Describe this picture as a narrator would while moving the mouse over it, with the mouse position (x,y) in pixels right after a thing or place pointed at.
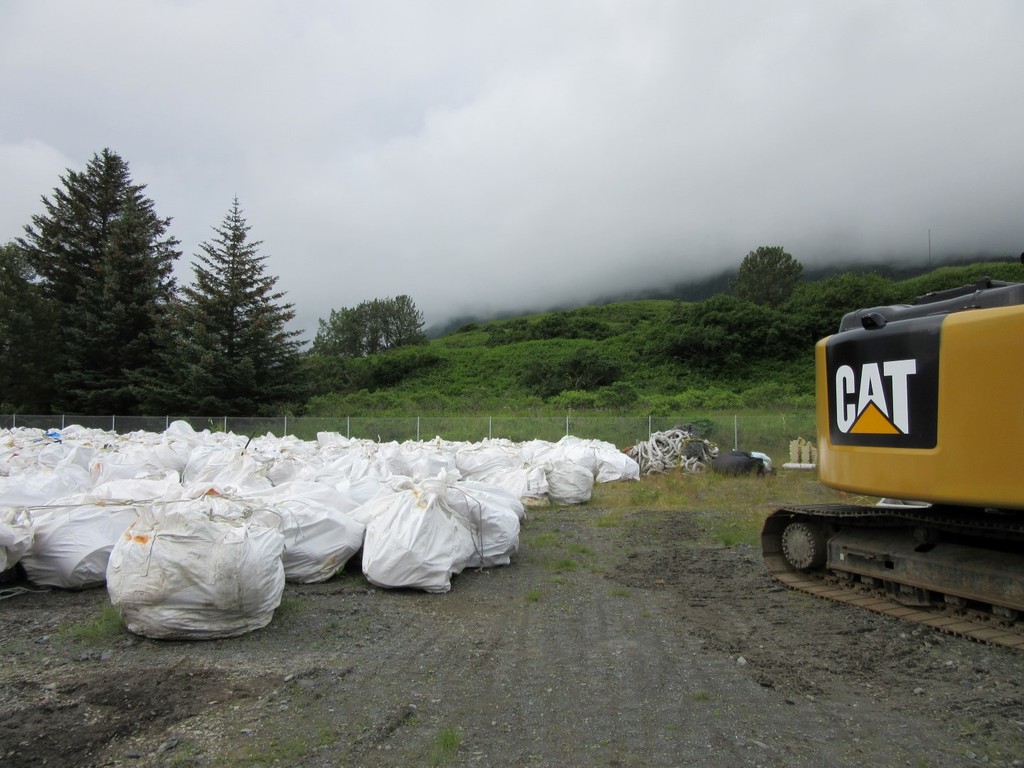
In the image we can see there are plastic covers (373,525) kept on the ground (752,736) and there is a vehicle (931,542) parked on the ground (966,697). It's written ¨CAT¨ on the vehicle (947,444) and there is an iron fencing (789,427). Behind there are trees (148,372) and there is a cloudy sky (591,196).
